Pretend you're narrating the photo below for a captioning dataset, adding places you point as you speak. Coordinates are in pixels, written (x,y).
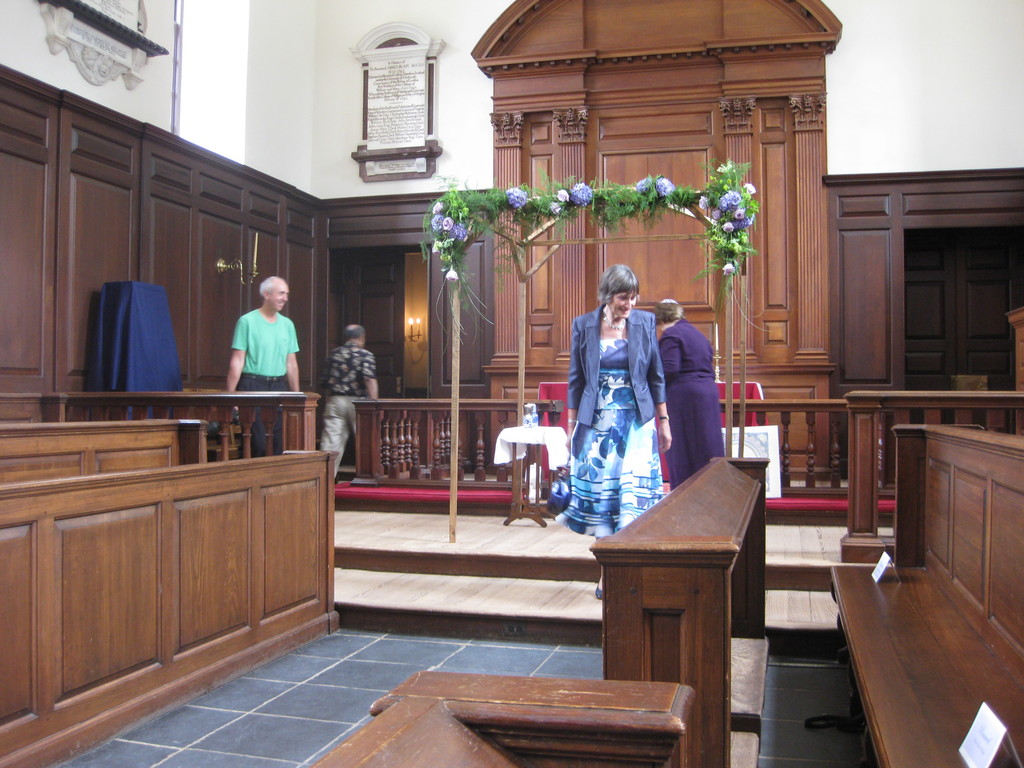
This is the picture inside the room (311,645). There are group of people (649,440) in the image. There is a table (558,385) behind the person (574,403) which is covered with red color cloth (724,389). At the back (363,81) there is a frame (376,94) on the wall (318,139).
